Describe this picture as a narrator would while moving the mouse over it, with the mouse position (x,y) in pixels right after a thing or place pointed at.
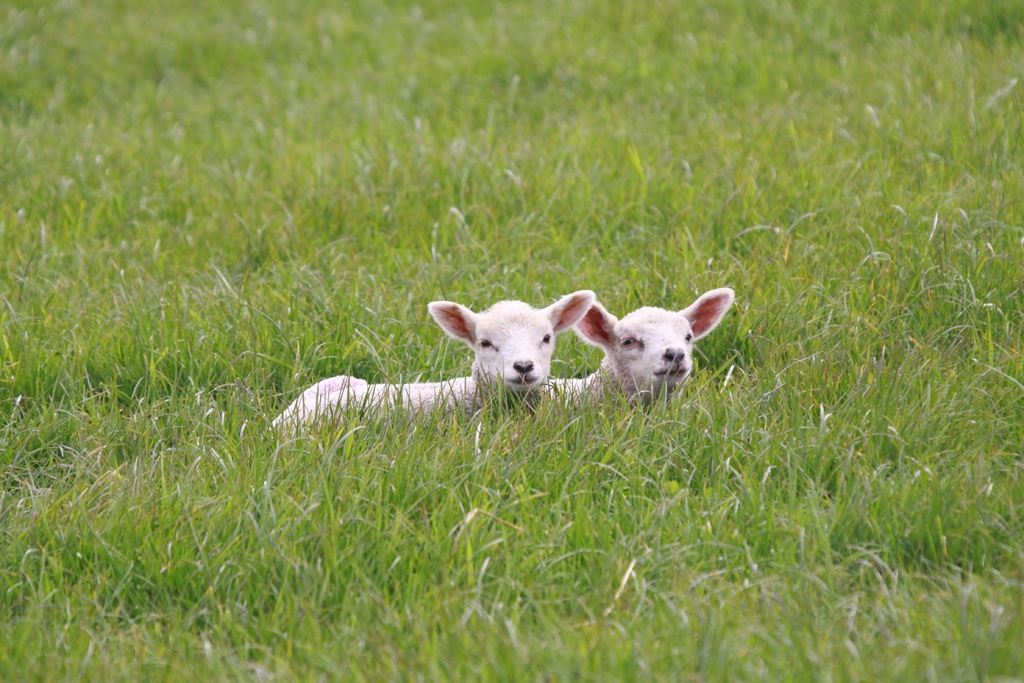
In the picture we can see, full of grass plants (1002,571) in it, we can see two lambs (589,305) which are white in color.
